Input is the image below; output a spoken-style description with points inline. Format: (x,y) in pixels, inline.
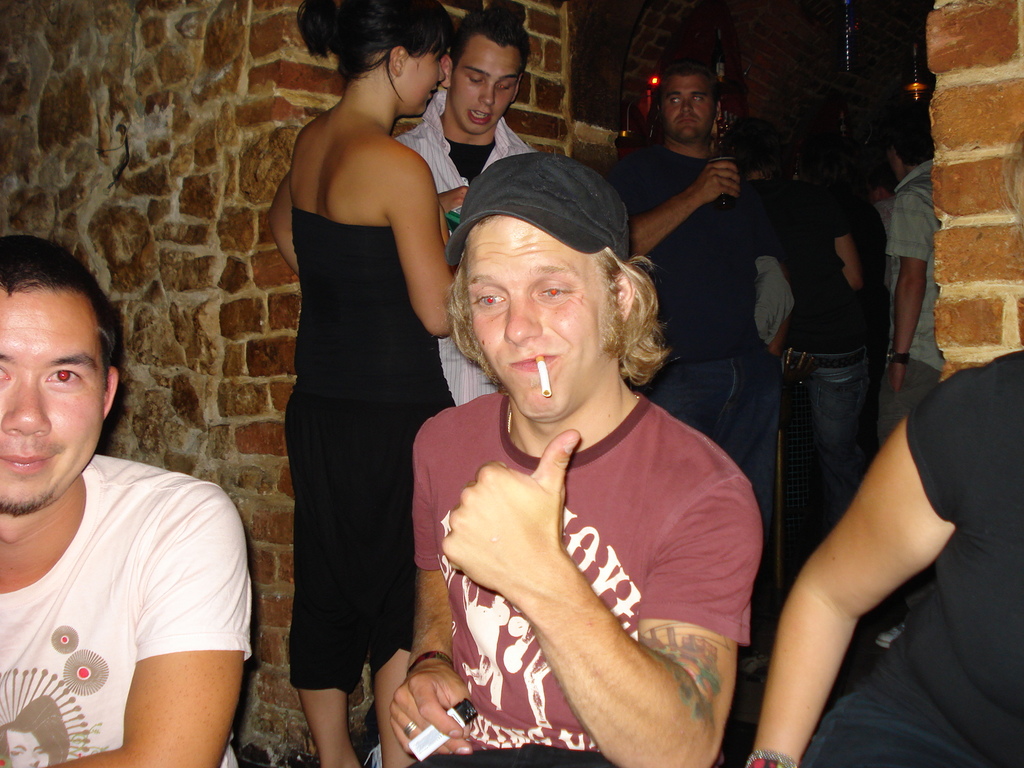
In this image I can see few persons (506,543) wearing t shirts (510,632) and a person (514,623) in the middle (557,497) is holding a cigarette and a lighter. I can see few persons (744,232) standing and a building (274,90) which is made up of bricks (949,178).
